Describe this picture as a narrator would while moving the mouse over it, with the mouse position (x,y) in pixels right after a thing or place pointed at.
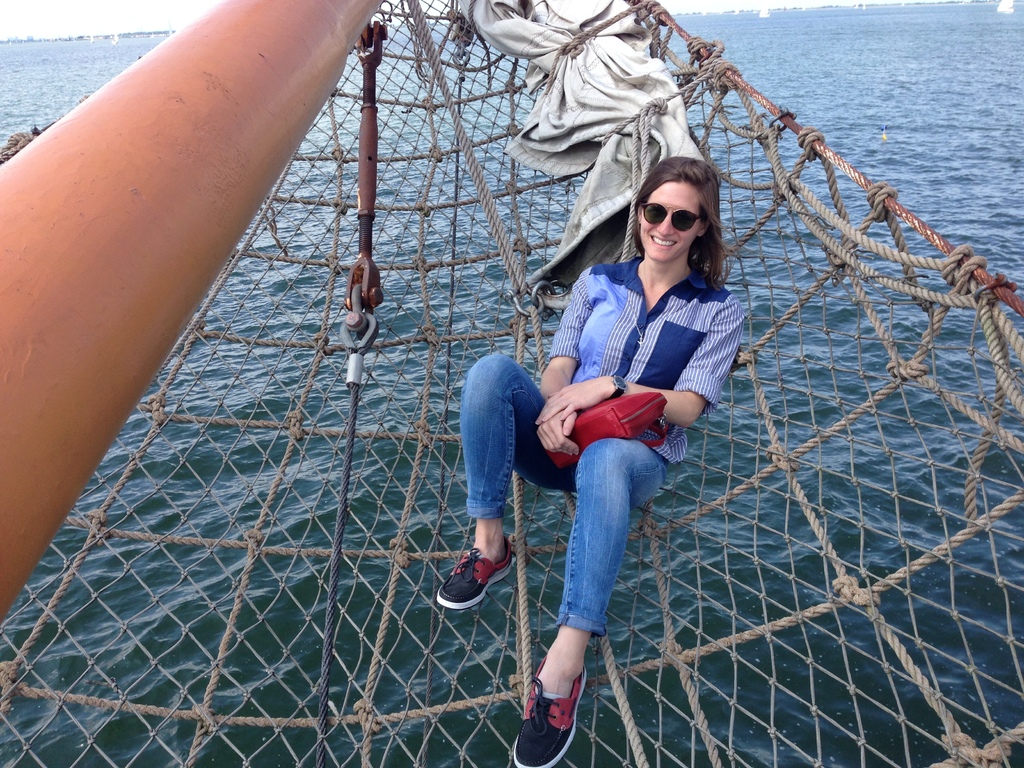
In this image we can see a woman (621,295) wearing the glasses (653,215) and sitting on the net (750,315). We can also see a rod (253,59), cloth (630,163) and also the ropes (397,550). In the background (818,310) we can see the water (82,94).
